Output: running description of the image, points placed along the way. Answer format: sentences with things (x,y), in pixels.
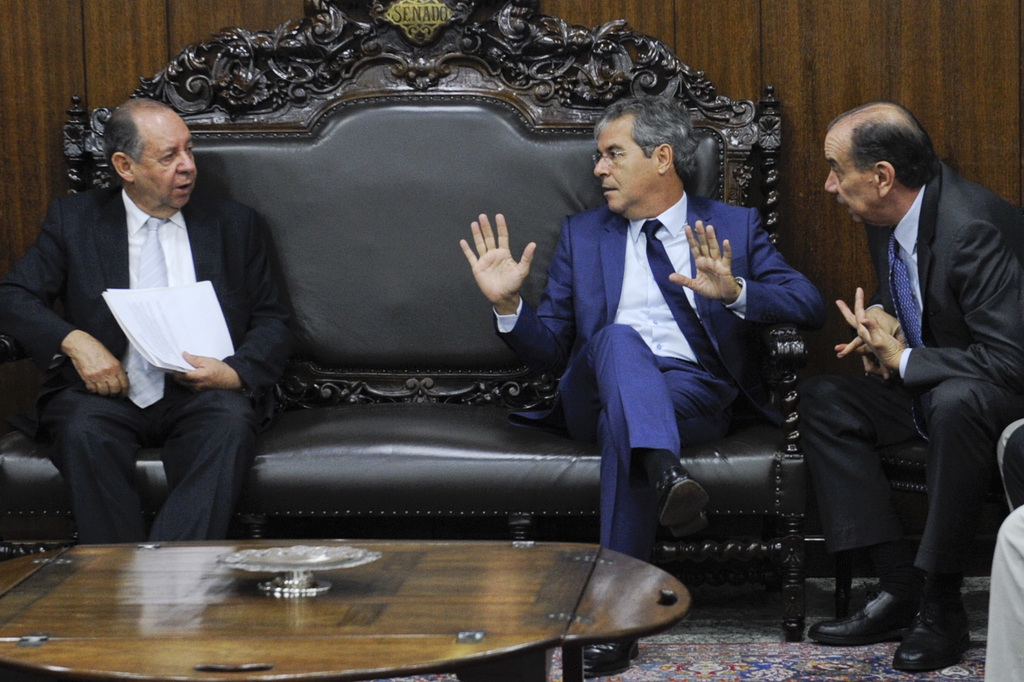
In this image On the right (912,341) there is a man (951,409) he is sitting he wears suit (943,295), shirt (912,252), tie (899,299), trouser (955,490) and shoes (897,631). In the middle (409,411) there is a sofa (397,398) on that there are two people (671,368). On the left (112,357) there is a man (113,347) he wears suit (209,259), shirt (183,256), tie (146,275) and trouser (176,457). I think they three are speaking. At the bottom (433,594) there is a table (441,621).
